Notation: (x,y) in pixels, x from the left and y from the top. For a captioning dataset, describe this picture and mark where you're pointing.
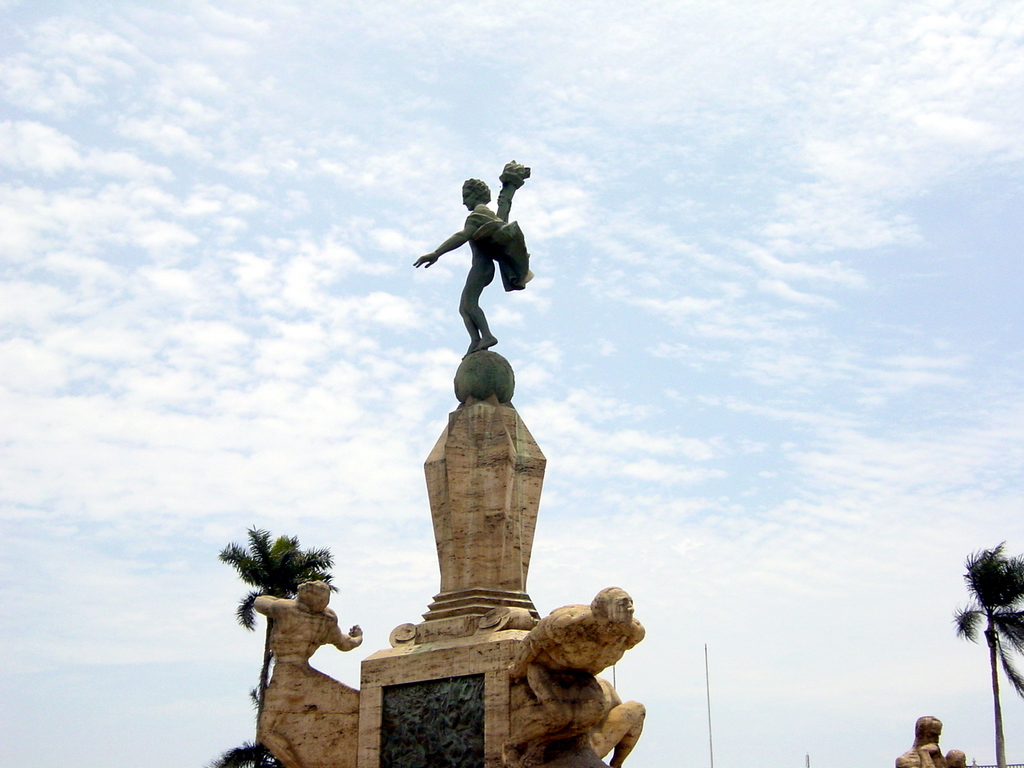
In the center of the picture (513,264) there is a sculpture (467,648). On the right (934,746) there is a sculpture (937,738) and there is a tree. towards left (266,629), in the center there is a palm tree (261,583) and a tree (240,608). Sky (248,657) is partially cloudy.
